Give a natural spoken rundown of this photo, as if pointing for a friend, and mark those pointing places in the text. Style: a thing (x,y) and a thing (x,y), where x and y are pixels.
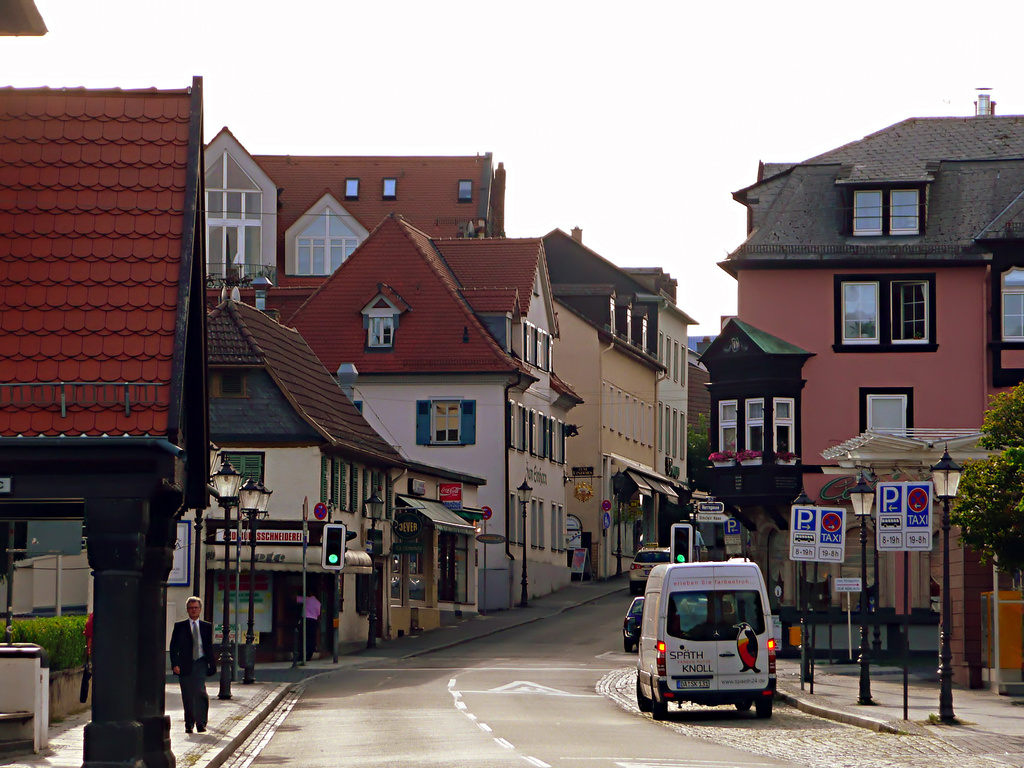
In the center of the image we can see a few vehicles (703,645) on the road (589,681). In the background (841,25) we can see the sky (369,105), clouds (814,53), buildings (447,254), poles (484,587), sign boards (915,492), banners (181,572), trees (982,477), two traffic lights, plants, two persons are standing and a few other objects (136,546).
